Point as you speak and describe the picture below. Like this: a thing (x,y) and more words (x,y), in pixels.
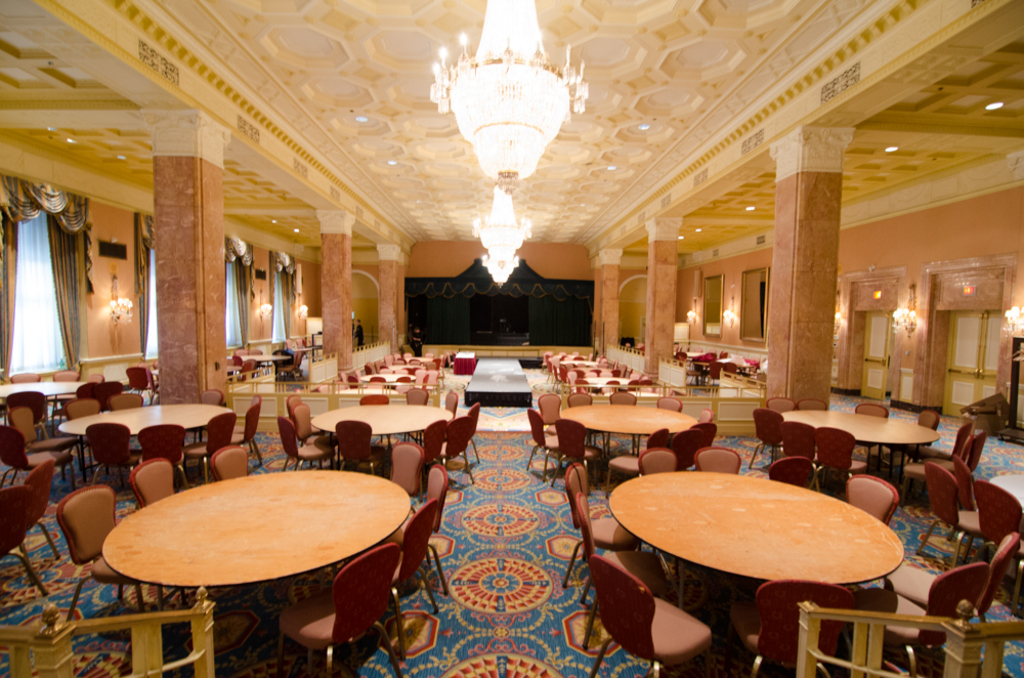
In this image we can see the tables (267,541) with the chairs (798,443). We can also see the carpet (456,589) on the floor (505,417). Image also consists of pillars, doors (861,315), windows (48,310) with the curtains (50,229) and also the wall (120,282) with the lights (904,318). We can also see the ceiling (552,21) with the ceiling lights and also the hanging lights (506,123).
